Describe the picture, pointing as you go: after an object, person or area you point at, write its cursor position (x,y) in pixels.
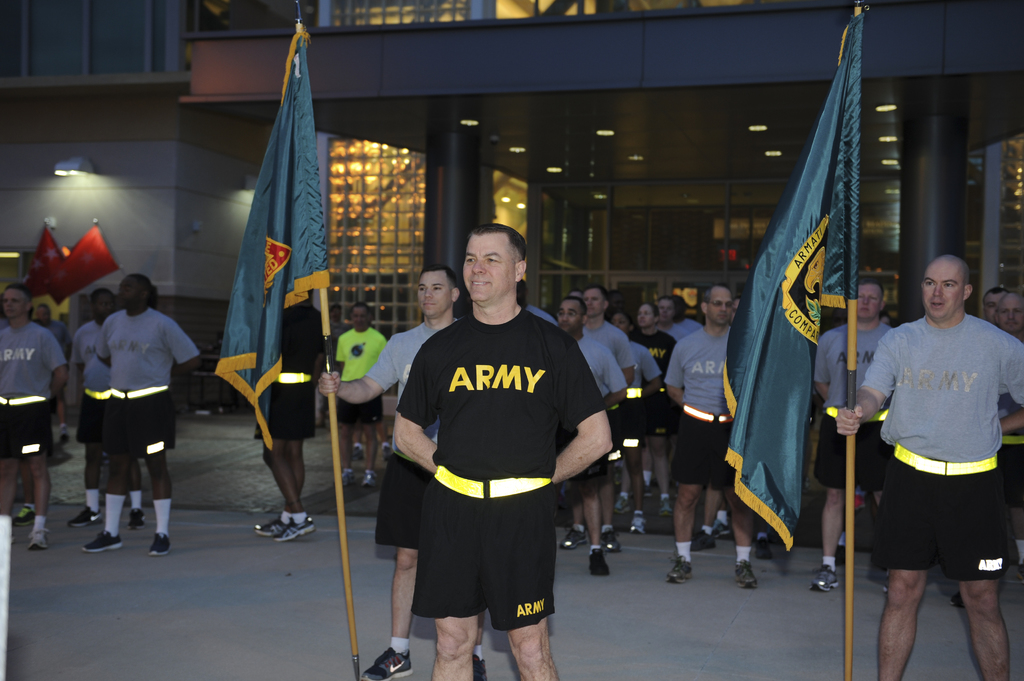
In the image there are many people (483,335) standing. And there are two men (388,351) standing and holding flags (827,112) in their hands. Behind them there is a building (896,107) with walls (871,38), glass doors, pillars (909,122) and there is a ceiling (875,120) with lights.
